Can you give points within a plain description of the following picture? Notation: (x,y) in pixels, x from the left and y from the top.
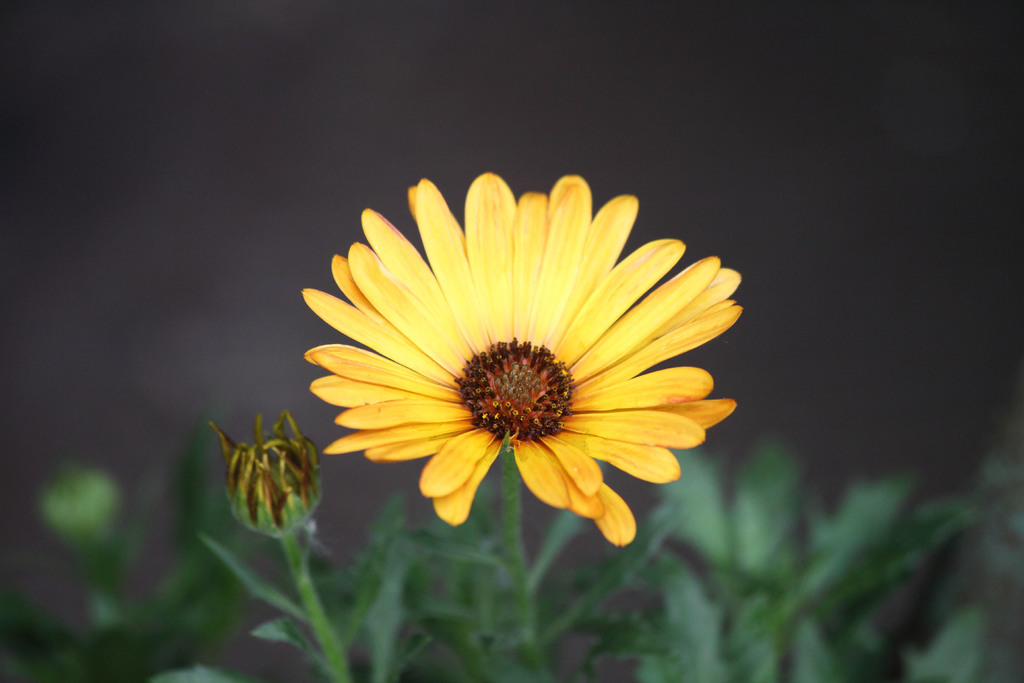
In this picture, there are plants (569,592) with yellow flower (503,439). Beside it, there is a bud (307,480).
